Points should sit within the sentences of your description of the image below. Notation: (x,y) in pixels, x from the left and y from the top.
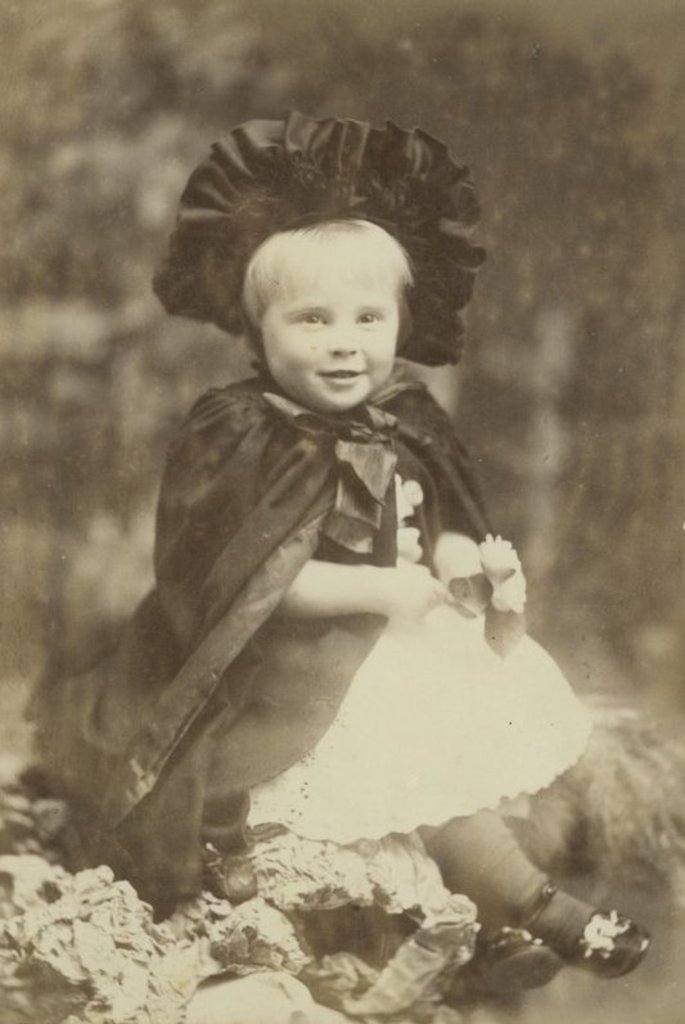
In this image we can see a black and white photo. In this image we can see a girl (333,432). In the background of the image (525,352) there is a blur background (648,632).
